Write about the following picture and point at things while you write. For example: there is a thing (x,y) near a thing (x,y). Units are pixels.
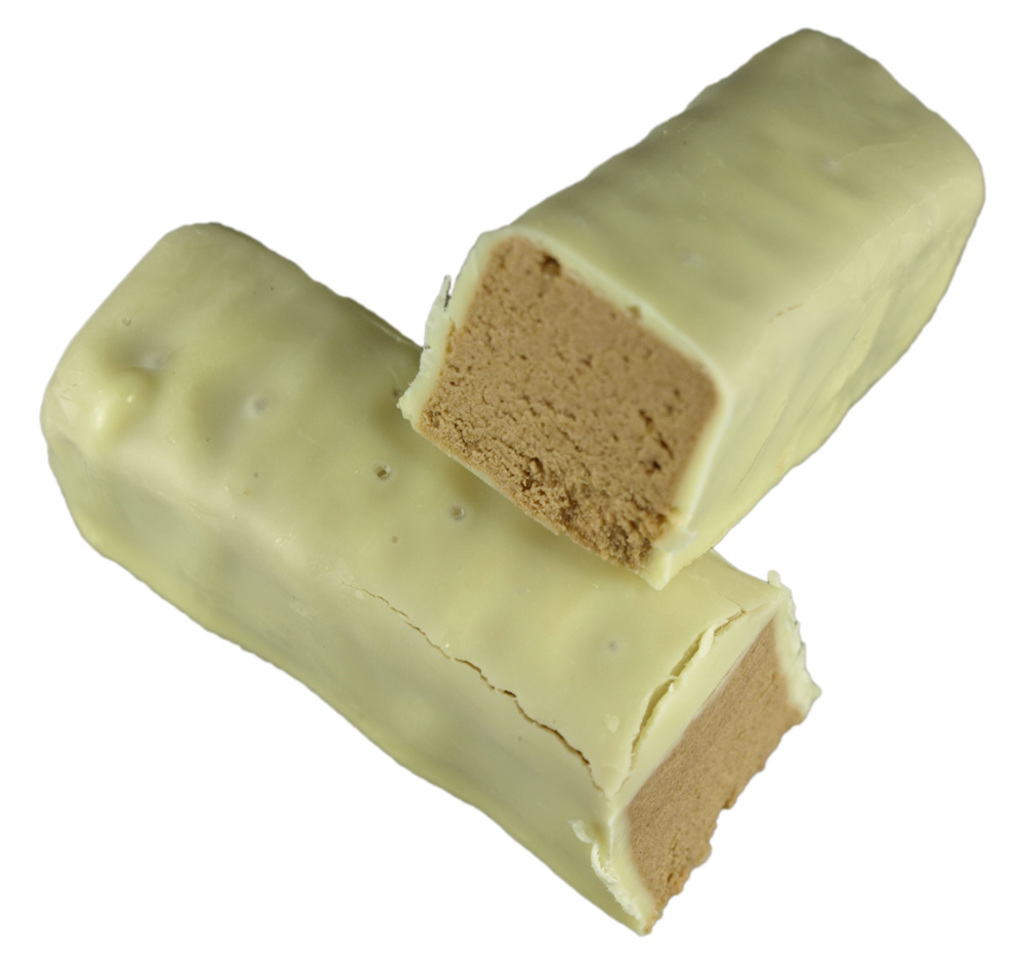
In the center of this picture (583,529) we can see the food items (576,270) seems to be the chocolates (658,514). The background of the image (114,109) is white in color.
